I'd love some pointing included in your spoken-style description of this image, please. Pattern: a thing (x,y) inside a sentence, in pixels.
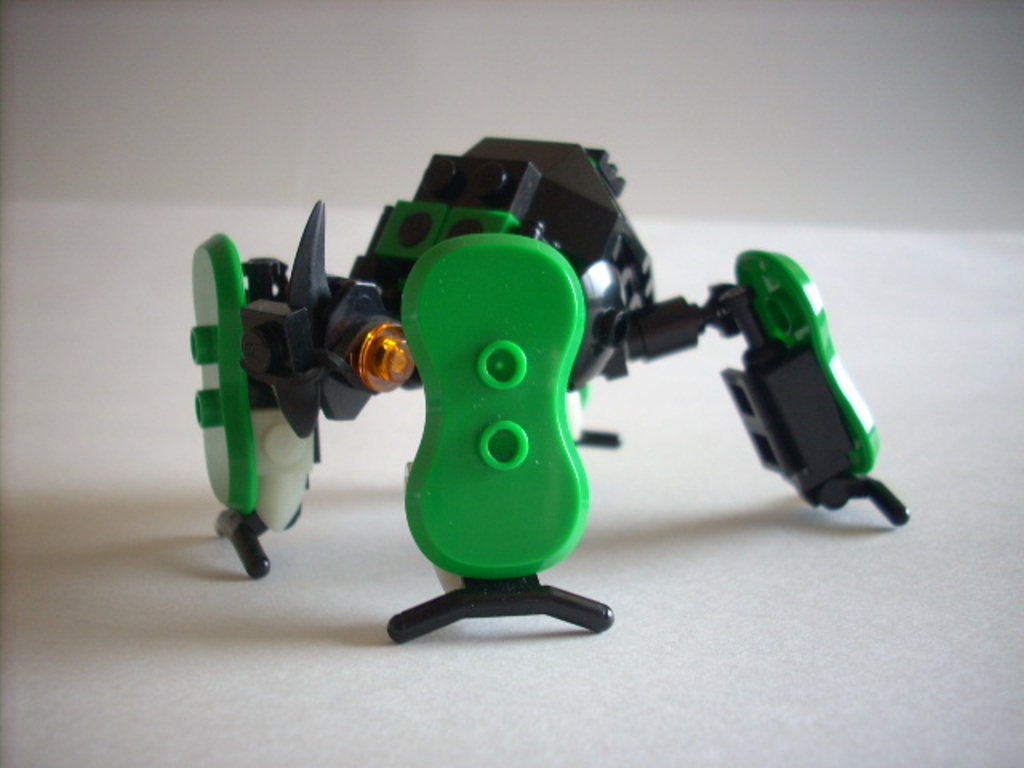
There is a toy (273,298) with green, black and white color. Also there is a light (386,363). And it is on a white surface (821,615).
